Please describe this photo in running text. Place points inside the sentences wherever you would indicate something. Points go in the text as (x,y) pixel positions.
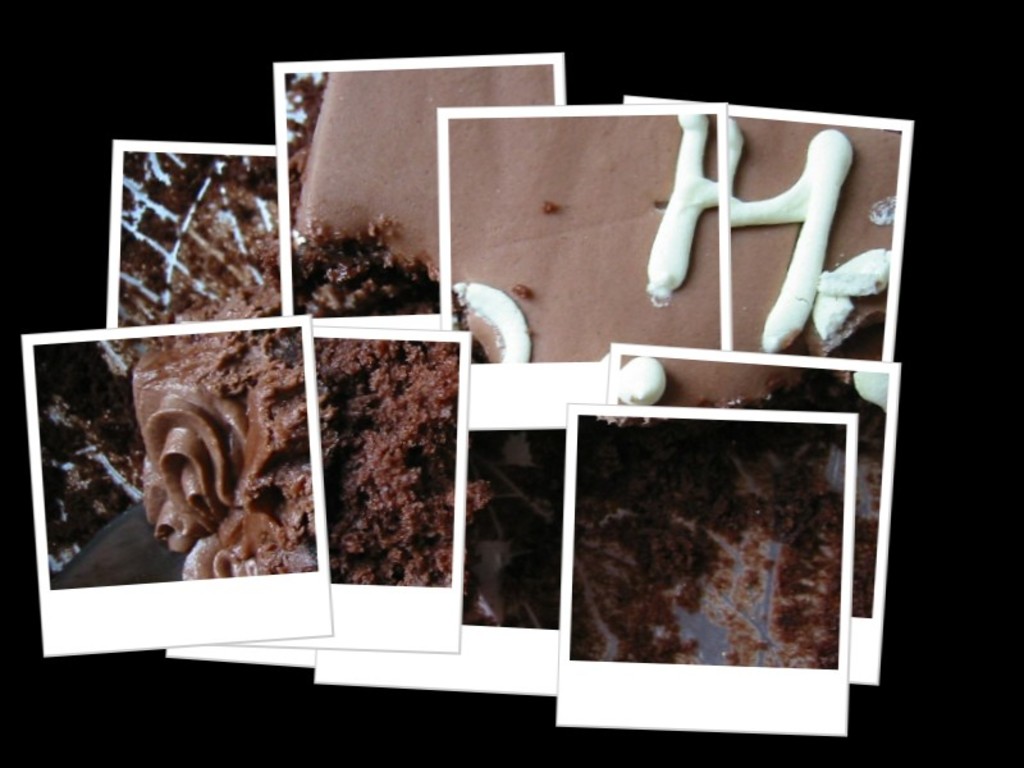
In this image I can see collage photos (576,409) and on these photos (461,476) I can see a cake (486,319). In the background (953,548) I can see black colour.
